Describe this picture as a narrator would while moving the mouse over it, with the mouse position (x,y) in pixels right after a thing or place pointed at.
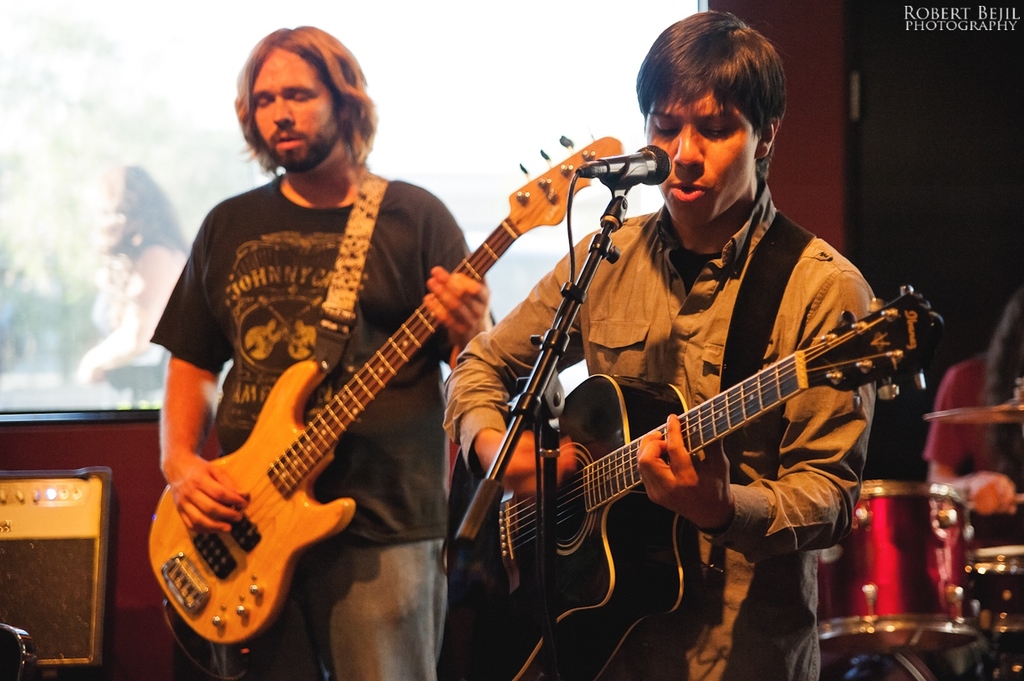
Here we can see a person (683,269) standing on the floor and holding a guitar (778,381) in their hands (698,465) and singing, and at side a person (368,258) is standing and playing guitar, and at back (928,546) there are musical drums (939,536).
